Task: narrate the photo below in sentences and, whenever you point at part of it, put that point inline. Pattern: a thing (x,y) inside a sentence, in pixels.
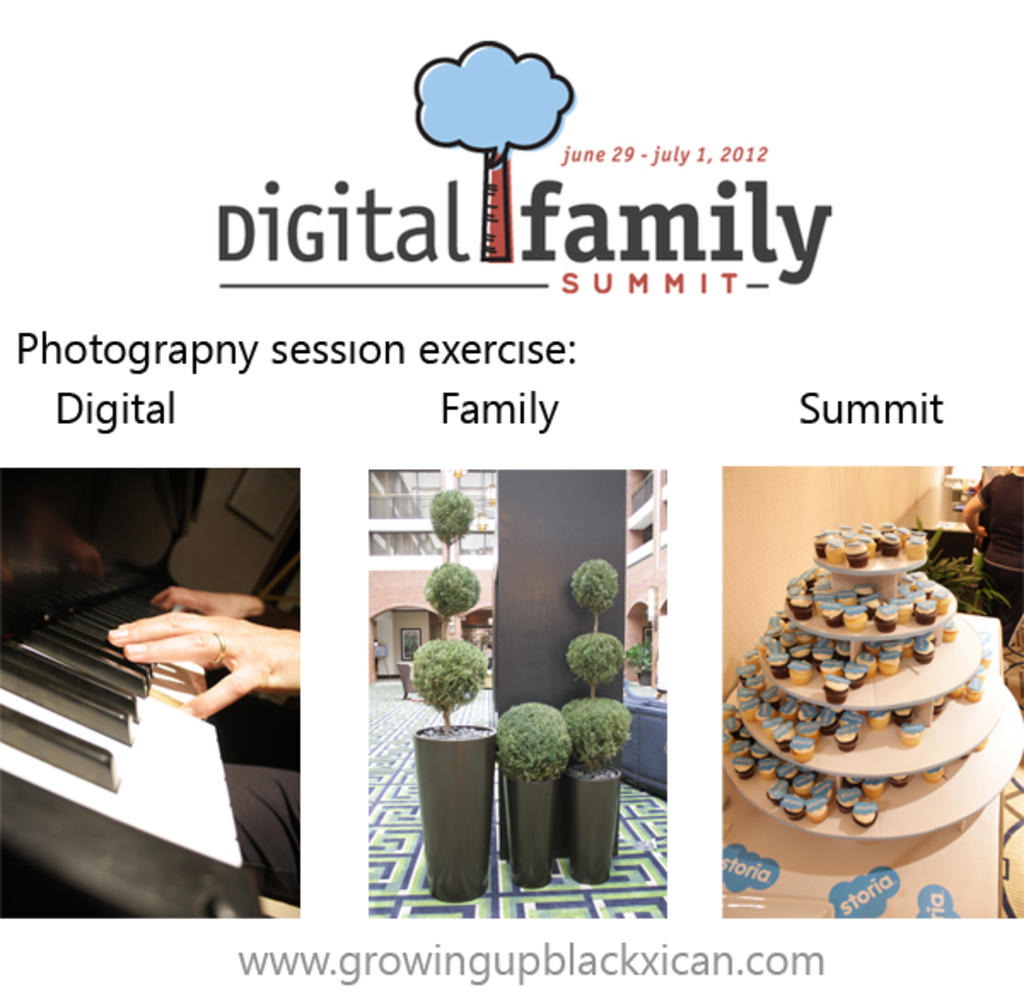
In this picture there is a poster (726,433). In the poster (614,664) I can see the three frames (655,702). In the center (648,653) I can see pots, plants (607,656), pillar (615,626) and buildings (434,568). On the right (760,772) I can see the cups (757,690) on the rack (964,713) which is kept on the table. Beside that I can see some persons (985,535) who are standing near to the wall (900,510). On the left (180,648) I can see the person's hand (244,611) who is playing a piano (176,687). At the bottom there is a watermark (536,980).
